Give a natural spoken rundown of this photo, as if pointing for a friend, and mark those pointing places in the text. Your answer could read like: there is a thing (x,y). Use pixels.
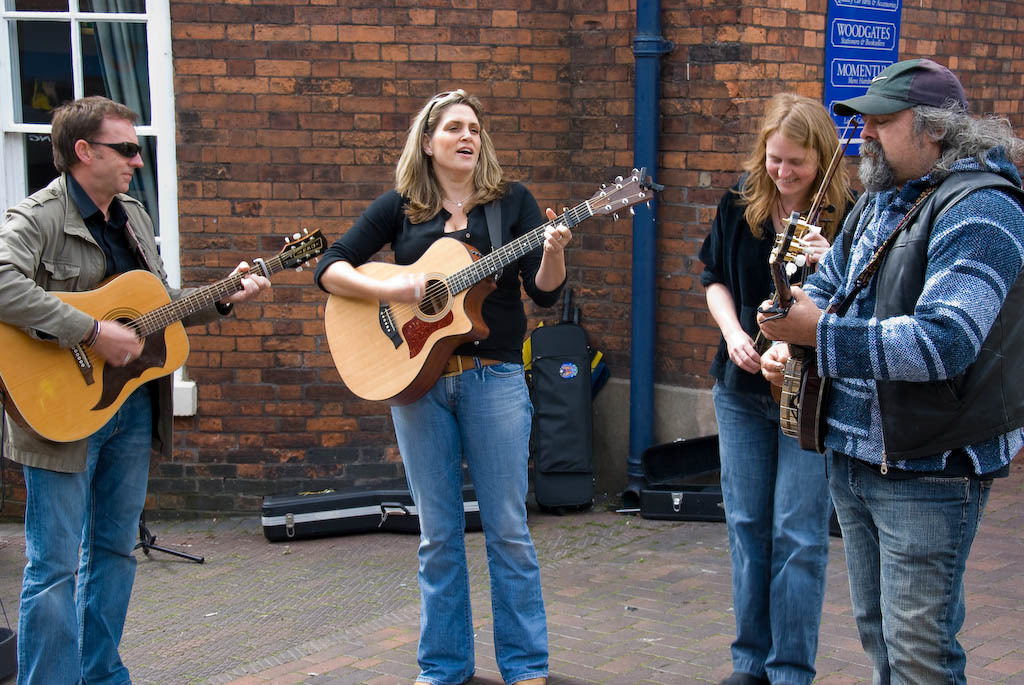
In this image two people (408,225) are playing guitar (289,258) in the left (139,263). In the right (811,351) one person (920,286) is playing banjo (791,401) beside him a lady (790,186) is playing violin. In the background (336,510) there are cases (316,514), bags (569,404), wall (686,82) with window (118,62).
